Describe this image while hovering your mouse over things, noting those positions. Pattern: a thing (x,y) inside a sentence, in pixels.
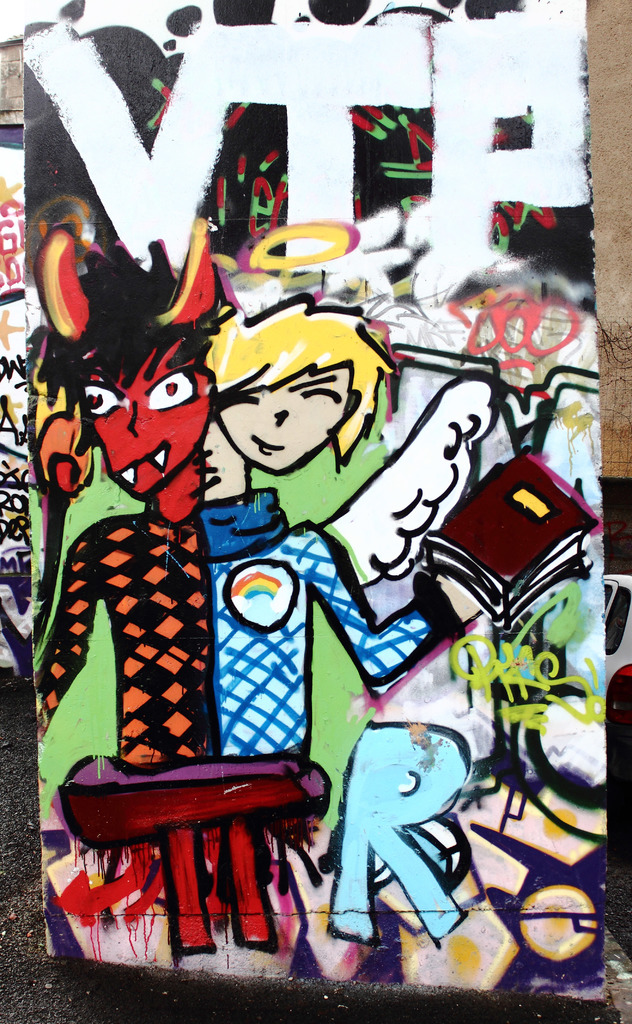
In this picture I can see there is a painting (254,539) and there is a boy (129,532) who has horns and wings (362,534) holding a book (477,575). There is something written here.
